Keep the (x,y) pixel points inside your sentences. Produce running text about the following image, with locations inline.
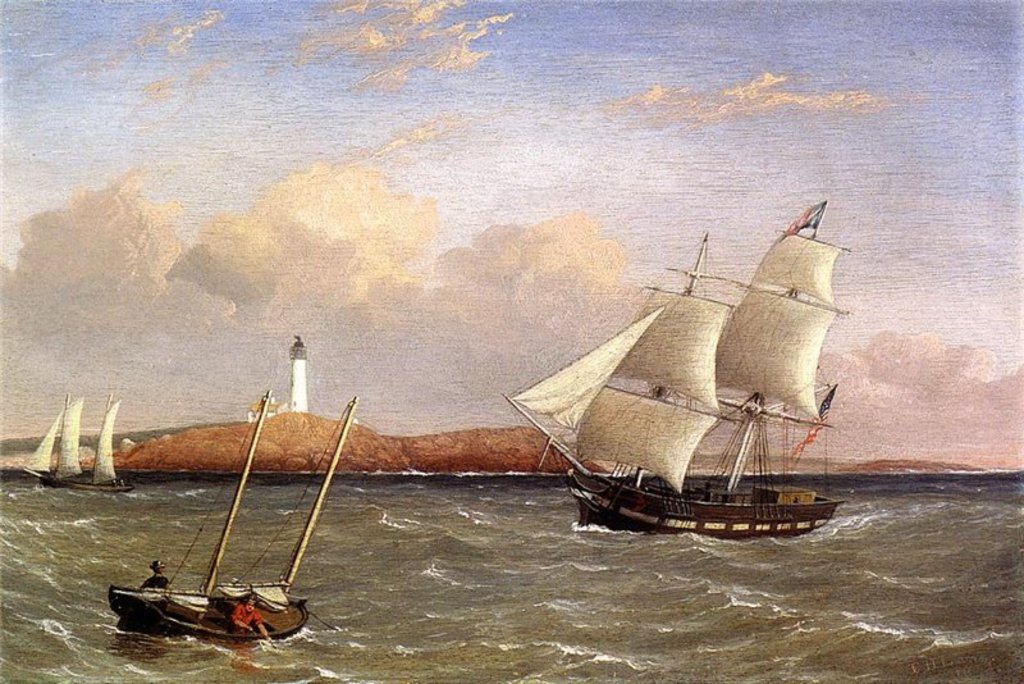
This is a painting. Here we can see three boats (741,369) on the water (69,588). On the left (243,608) at the bottom (185,589) there are two persons (165,586) in a boat (228,603). In the background (334,359) there is a tower (295,354), stones (489,446) and clouds (369,200) in the sky (334,184).
